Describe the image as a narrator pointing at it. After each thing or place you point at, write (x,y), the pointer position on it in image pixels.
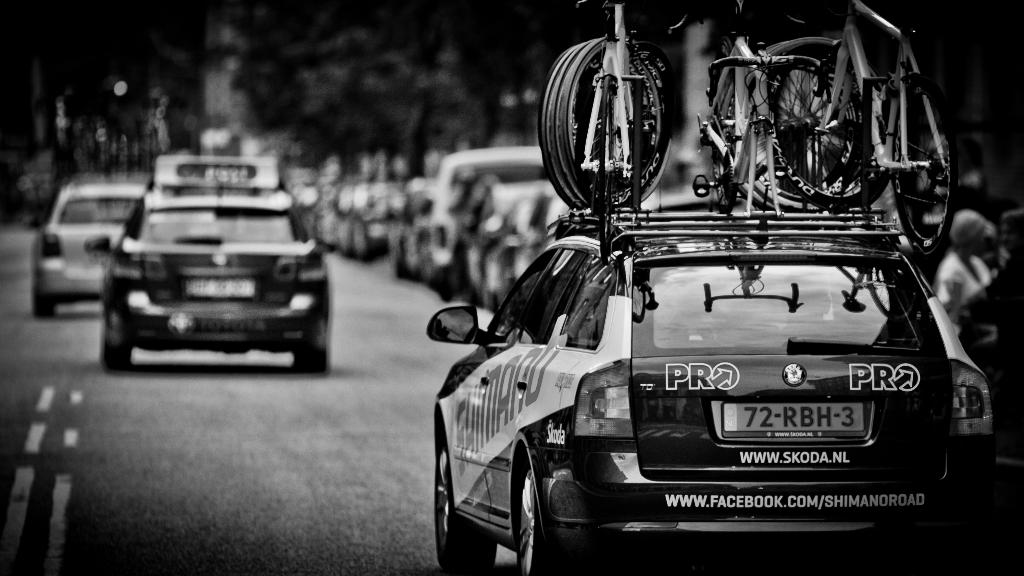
This is a black and white picture. I can see vehicles (844,454) on the road (362,480), there are bicycles (623,51) on the car (555,529), and there is blur background (232,70).
